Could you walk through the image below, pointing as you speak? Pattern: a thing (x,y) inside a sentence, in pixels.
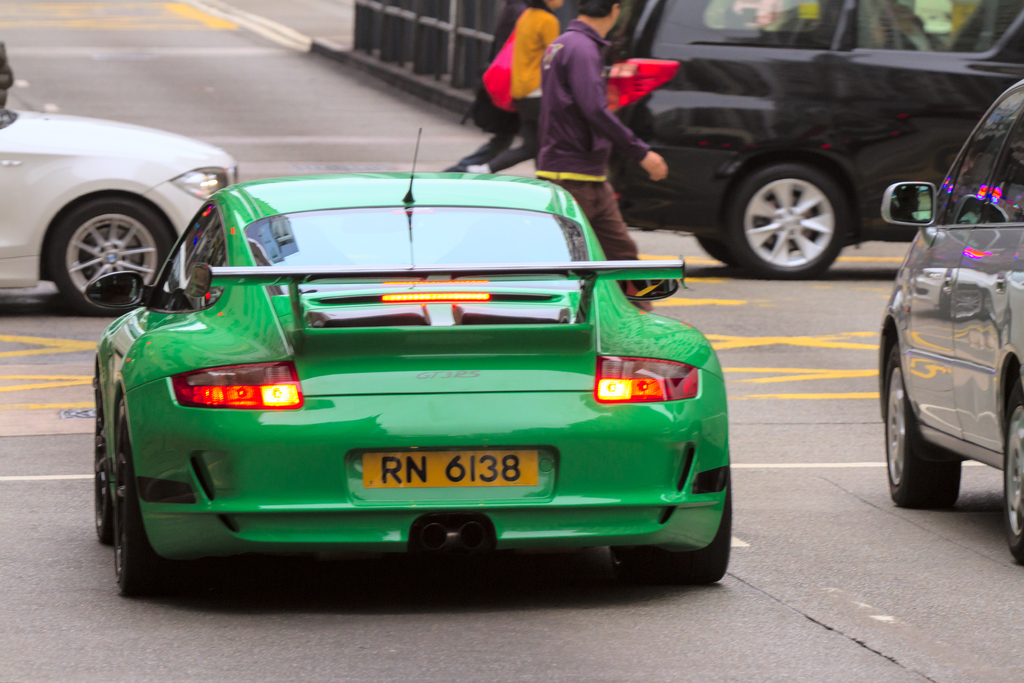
In this picture there are vehicles (804,218) on the road (7,599) and there are three persons (515,74) walking on the road (791,435). At the back (358,16) there is a railing (395,15). At the bottom (885,629) there is a road (798,628).
